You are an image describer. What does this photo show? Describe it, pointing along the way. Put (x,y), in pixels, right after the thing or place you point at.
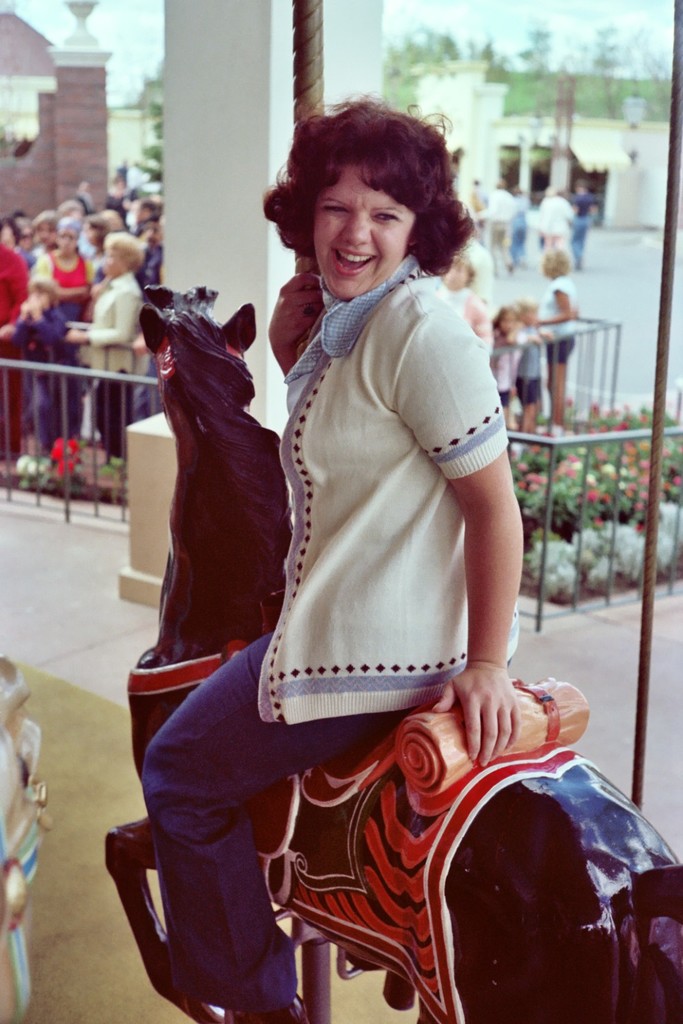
In the center of the image (346,552) there is a lady (288,774) sitting on a horse toy (282,597). In the background (80,412) there are people (34,322) standing. There are bushes (554,487), trees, sky (548,24), building (523,152) in the background (531,152).
